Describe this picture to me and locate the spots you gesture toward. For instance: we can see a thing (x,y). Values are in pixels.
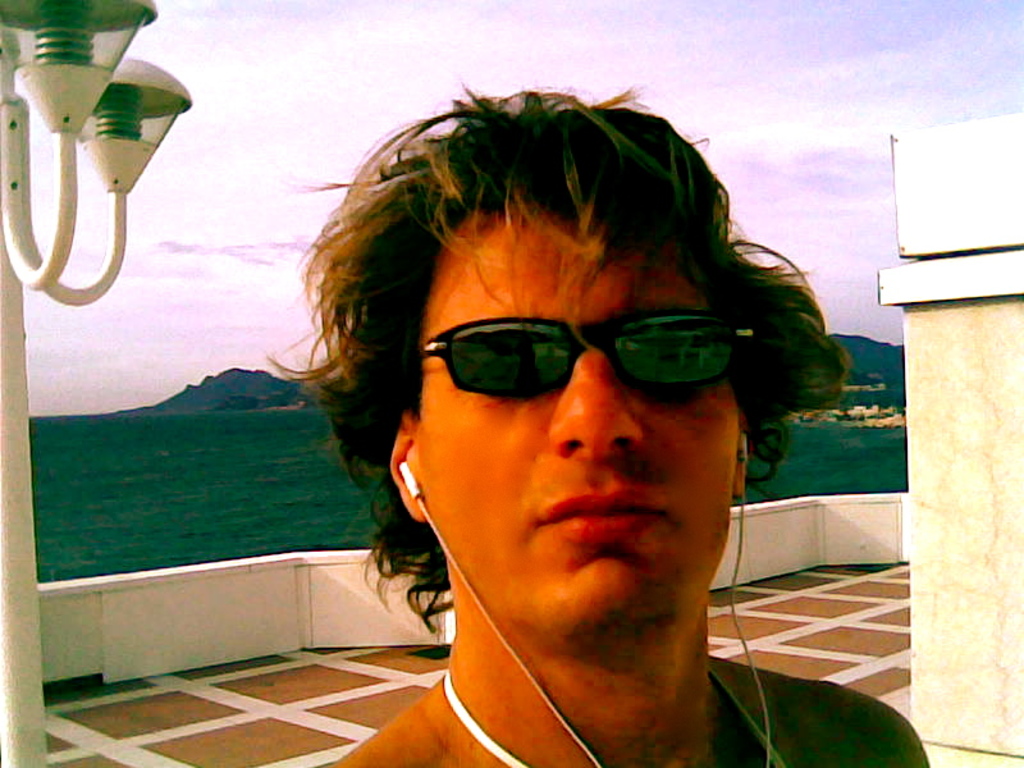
In this image there is a man (561,522), on the left side (68,74) there is a light pole (63,295), on the right (994,715) there is a wall (999,490), in the background (198,437) there is water (251,476) and mountains (843,339) and a sky (352,119).
